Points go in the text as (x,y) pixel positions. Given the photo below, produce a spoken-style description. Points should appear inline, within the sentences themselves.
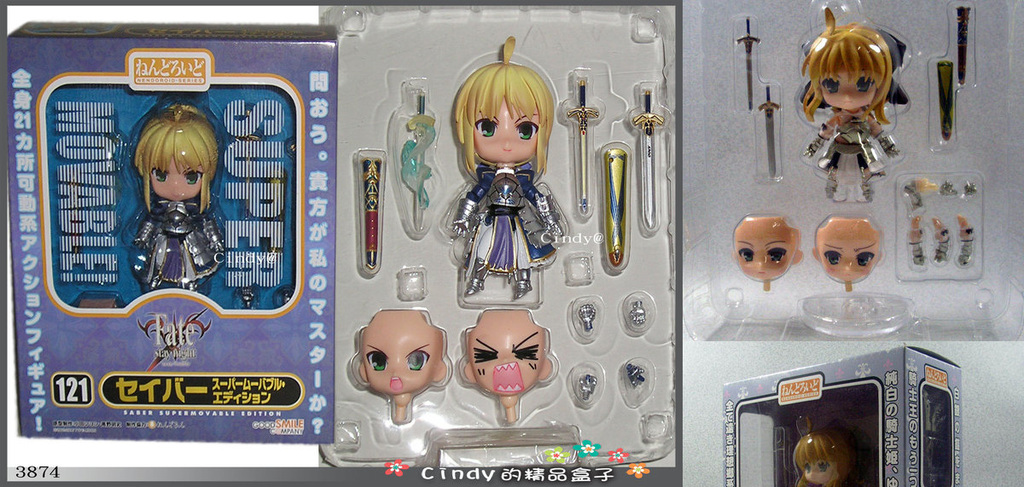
In this image I can see toys (475,372) in the boxes (792,399).
